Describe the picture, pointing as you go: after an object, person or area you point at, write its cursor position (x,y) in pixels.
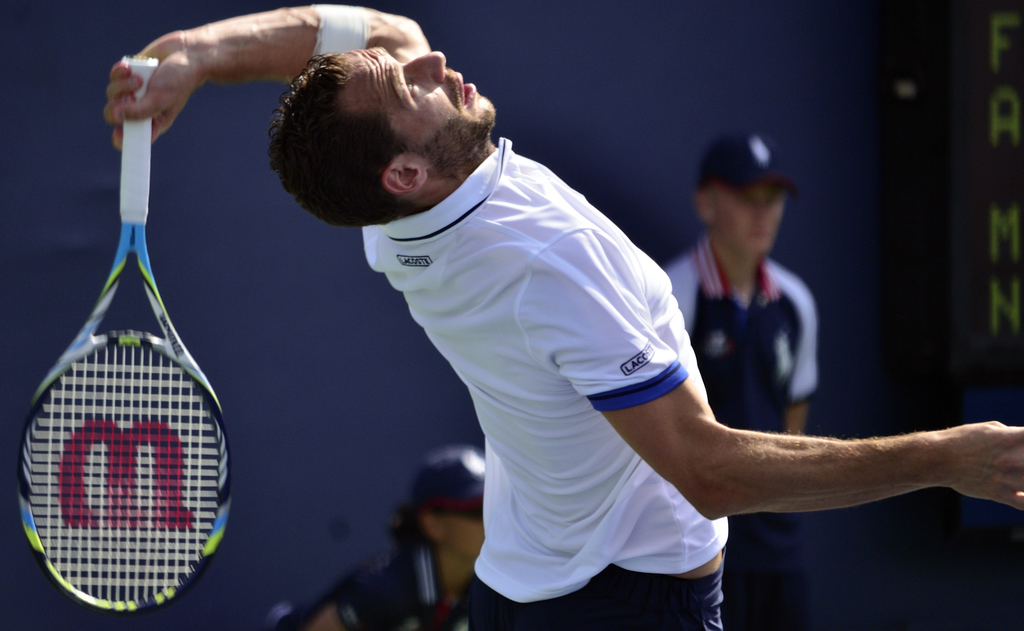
In this image we can see a person (162,85) holding a tennis racket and behind him there are two people (790,311), on the right side of the image (1011,16) there is some text (1005,25).
